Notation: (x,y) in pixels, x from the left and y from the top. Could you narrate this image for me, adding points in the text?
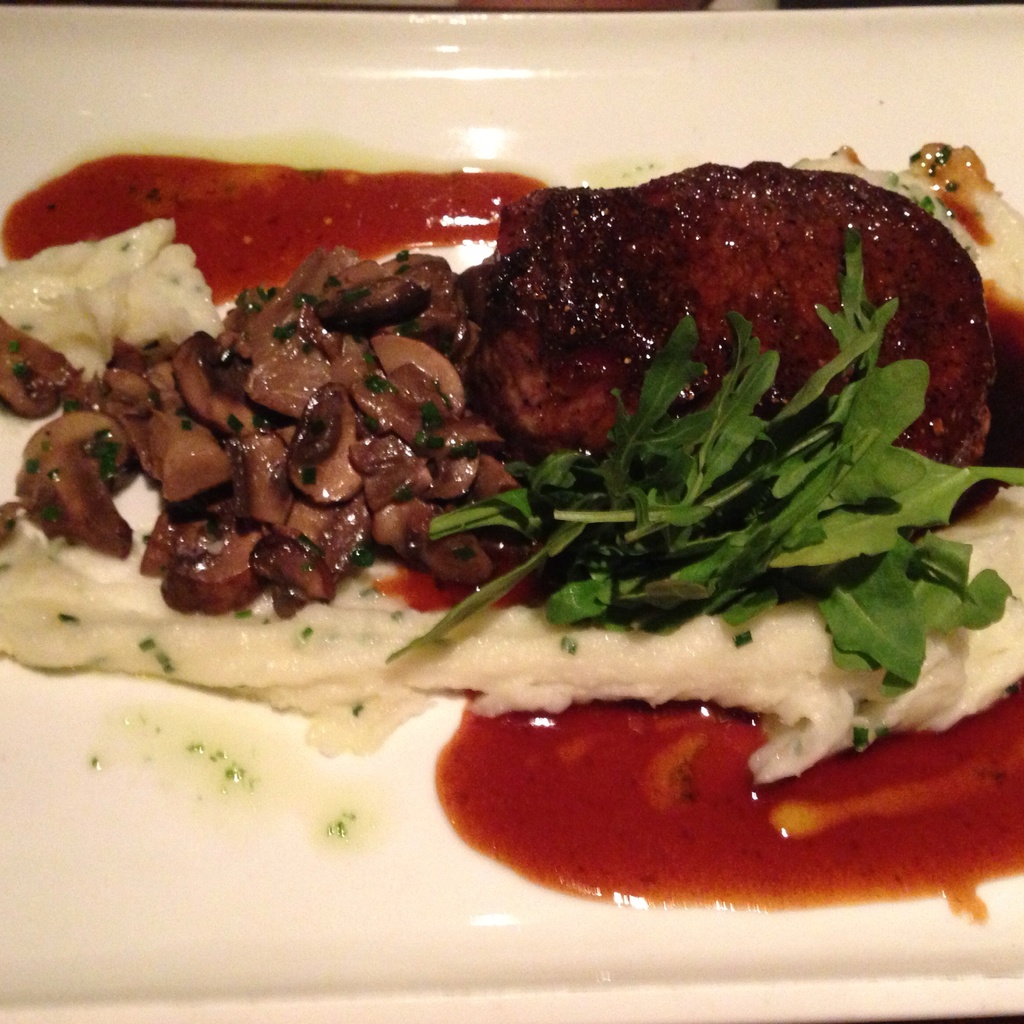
In this picture I can see a food item (599,705) on the plate (186,952).
